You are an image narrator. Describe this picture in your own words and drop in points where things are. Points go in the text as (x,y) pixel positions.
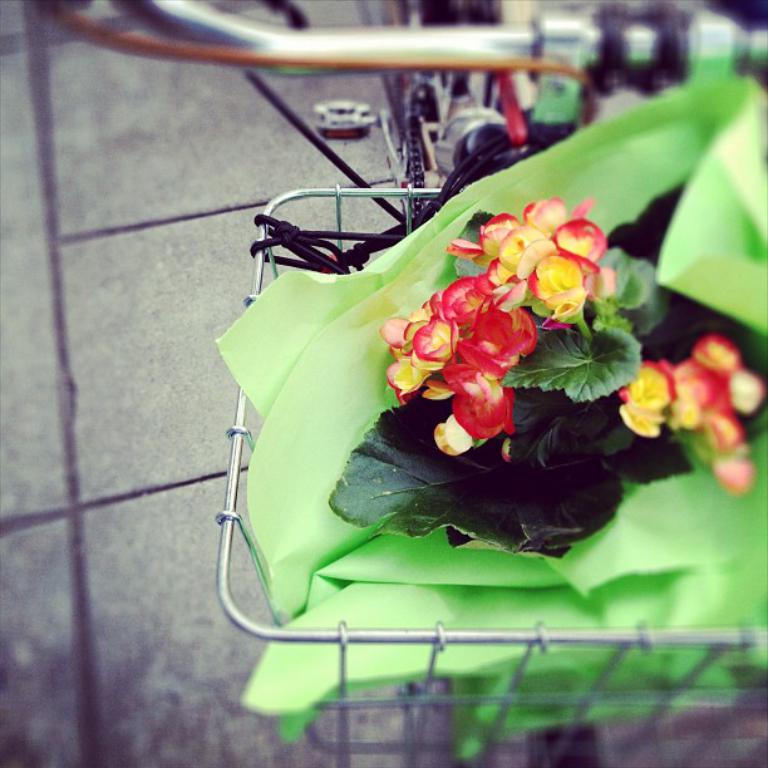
In this picture we can see a bicycle (215,18) on the pathway (321,752). We can see flowers (528,266), leaves (557,403) and papers (417,552) in a basket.
